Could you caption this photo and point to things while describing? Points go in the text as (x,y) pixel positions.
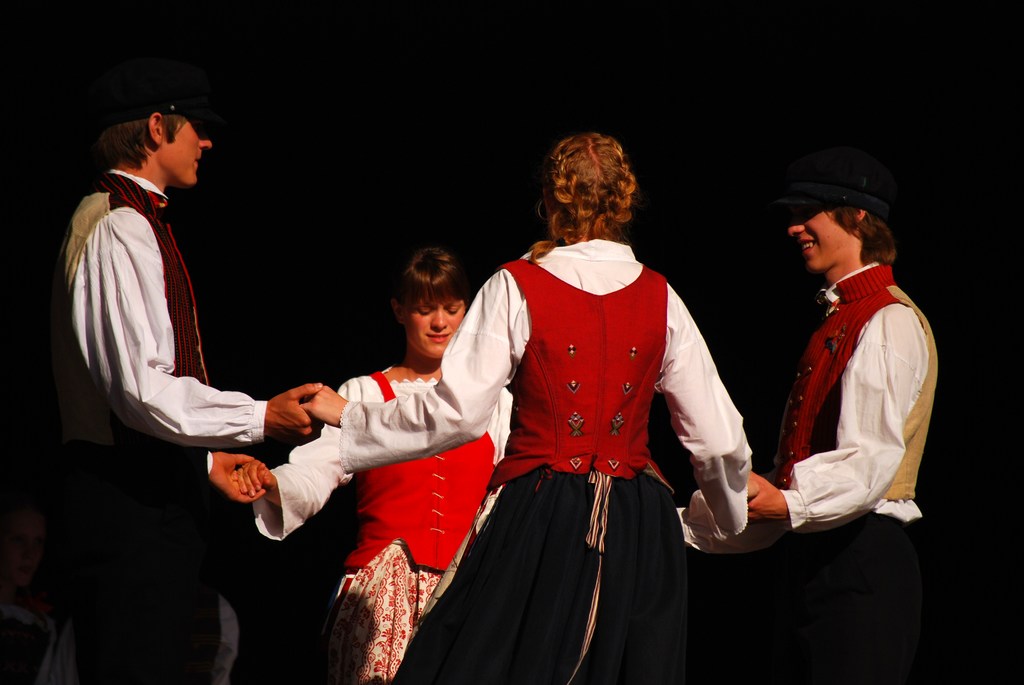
In this picture I can see four persons (844,336) standing and holding each other hands (263,466), at the bottom left side of the image (19,623) I can see a person (28,637), and there is dark background (12,494).
